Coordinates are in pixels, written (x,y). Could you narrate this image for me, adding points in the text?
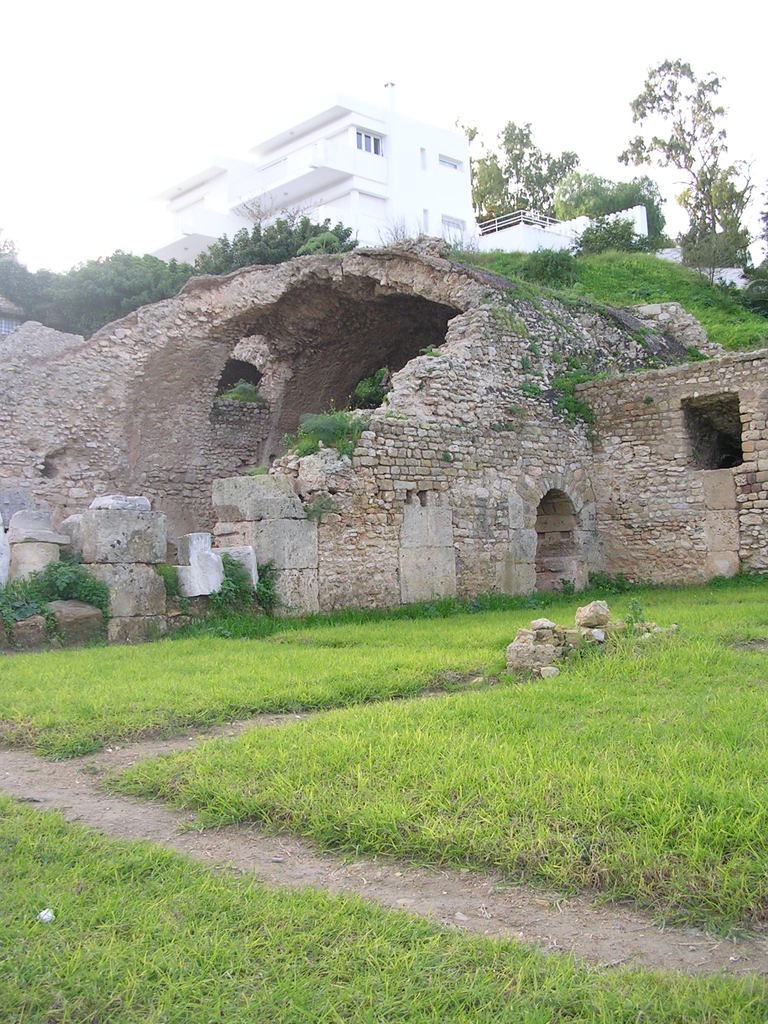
In this image we can see the building (329,152), in front of the building (397,153) there are trees (304,226). At the bottom (569,693) we can see the destructed building (325,471), stones (286,530) and grass (498,650). At the top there is the sky (210,103).
